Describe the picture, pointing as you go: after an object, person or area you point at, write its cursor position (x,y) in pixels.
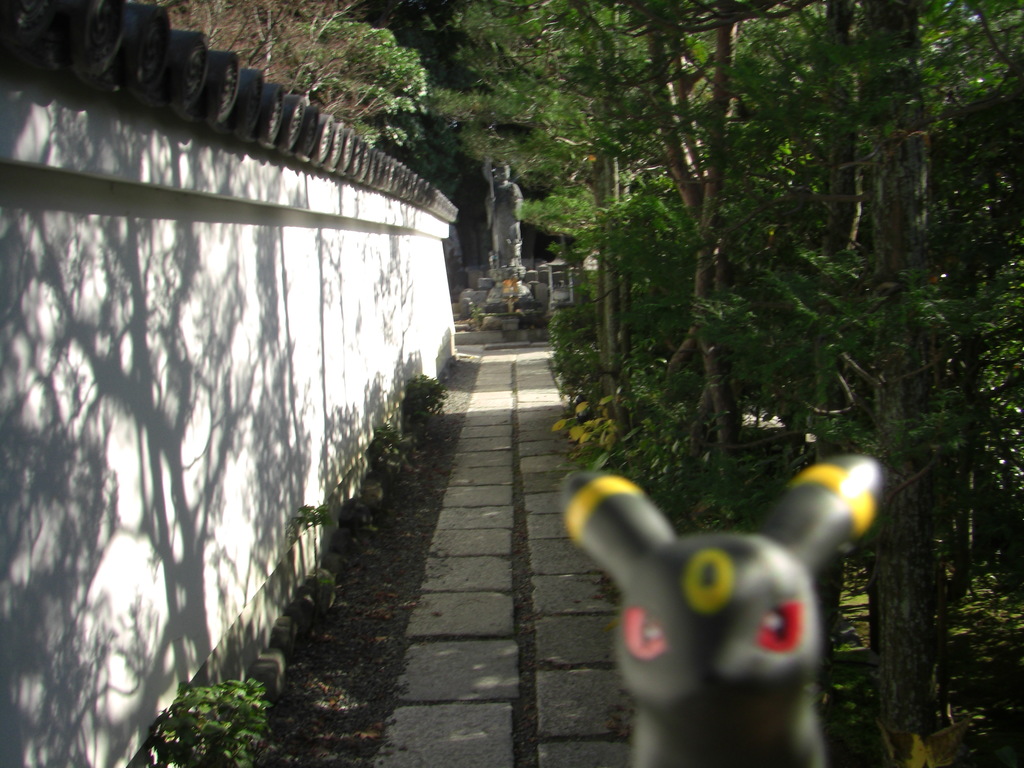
In this image at the bottom (719,657) we can see a toy (732,624). In the background (491,254) we can see a statue (499,239), trees (500,92), plants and wall (191,561) on the left side (247,134).
